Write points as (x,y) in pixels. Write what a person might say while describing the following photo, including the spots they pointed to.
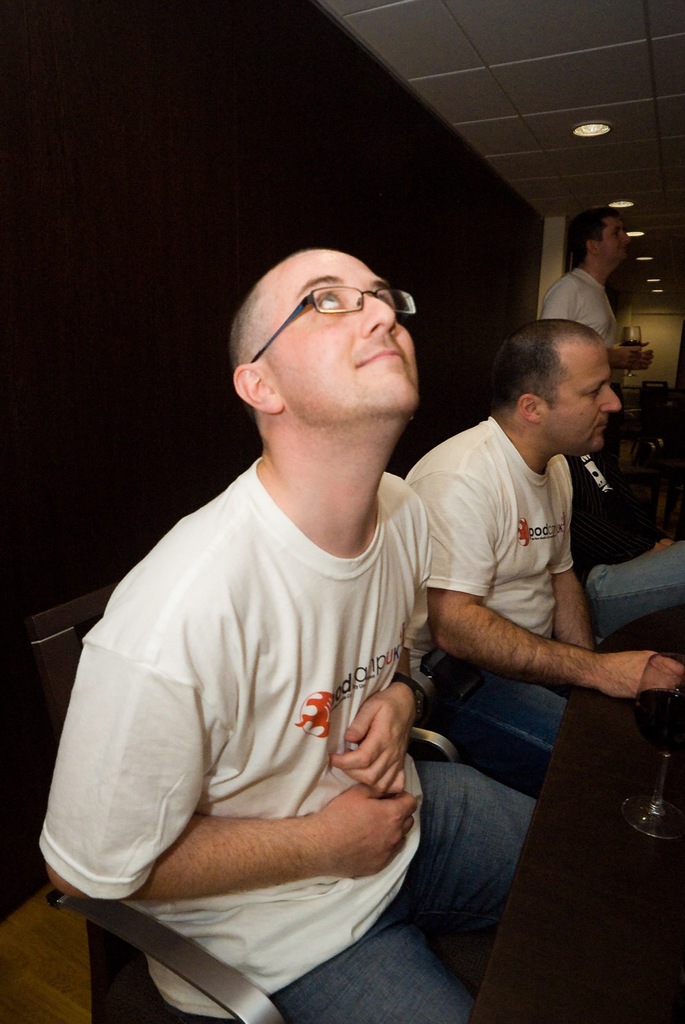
In this picture, we see two men (469,608) are sitting on the chairs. In front of them, we see a table (637,756) on which a glass (668,708) containing liquid (668,708) is placed. The man (376,301) in front of the picture is wearing the spectacles (312,295) and he is looking up. In the background (622,354), we see a man (588,246) is standing and he is holding a glass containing the liquid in his hand (622,365). On the left side (157,122), we see a brown wall (181,184). At the top (580,65), we see the ceiling (614,145) of the room (592,118).
